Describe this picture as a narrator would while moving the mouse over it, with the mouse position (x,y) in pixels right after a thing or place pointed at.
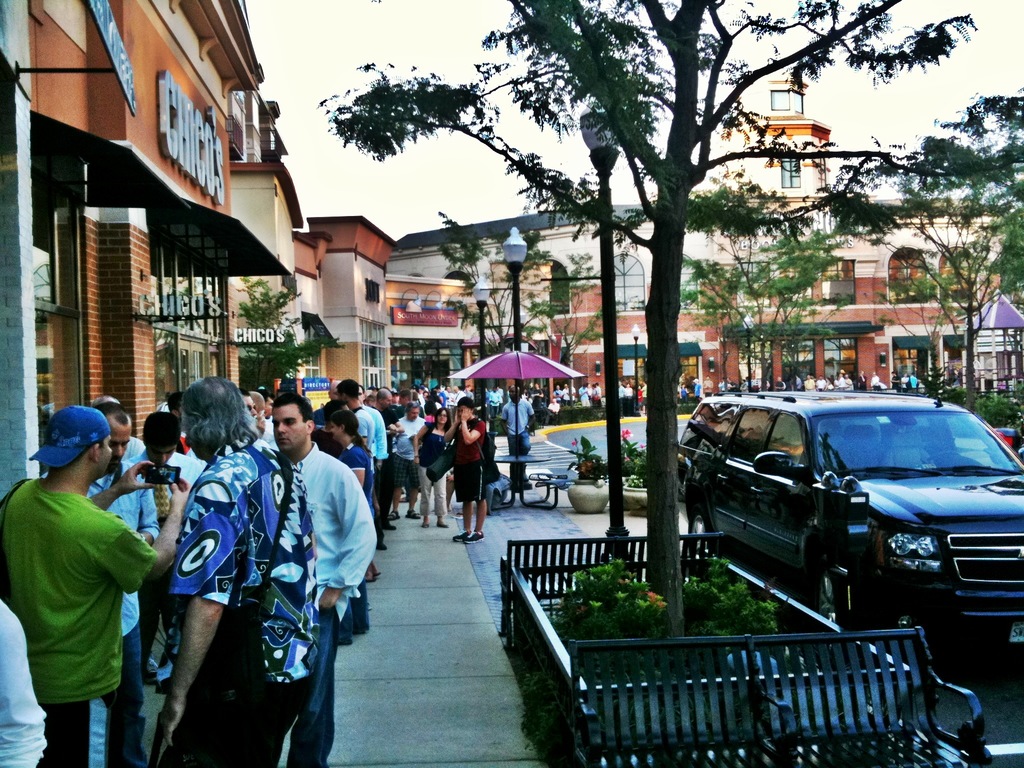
In this picture there are people (465,403) on the right (795,378) and left side of the image (191,399) and there are trees (961,289) in the center (657,482) and on the right side of the image (970,344), there is a car (960,496) on the right side of the image (721,527), there are buildings (644,250) in the center (514,311) and on the left side of the image (213,321).
